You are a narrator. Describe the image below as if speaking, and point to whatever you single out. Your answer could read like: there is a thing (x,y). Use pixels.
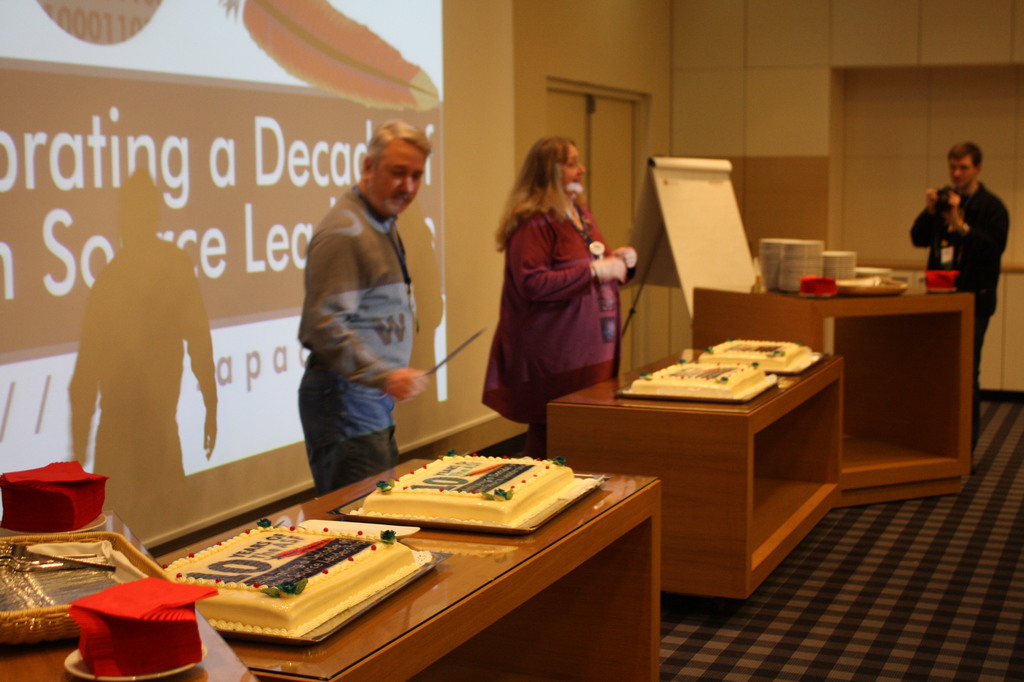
In the image we can see three persons (498,403) were standing. And in front (404,633) we can see table (445,626), on table (589,442) we can see cakes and some more objects (85,519). And coming to background (368,74) we can see wall (576,50) and screen (199,187).
